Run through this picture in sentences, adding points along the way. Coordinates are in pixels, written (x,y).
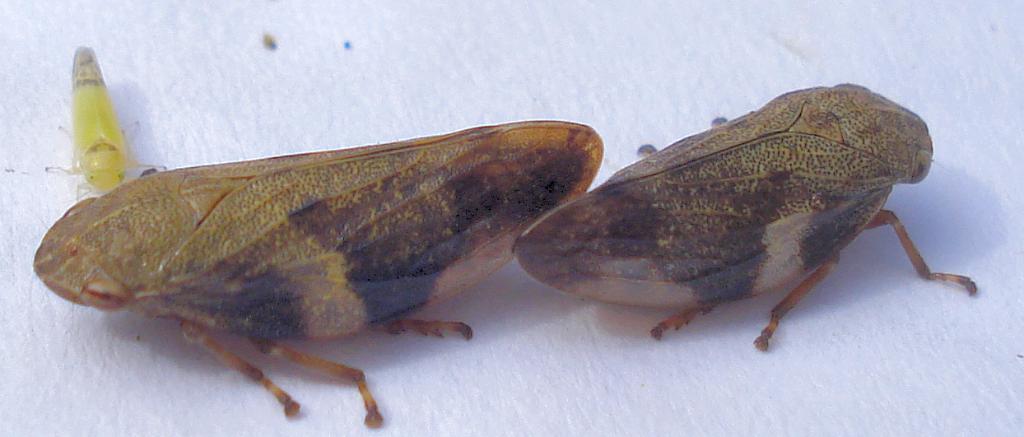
In the image we can see some insects (81,73).
